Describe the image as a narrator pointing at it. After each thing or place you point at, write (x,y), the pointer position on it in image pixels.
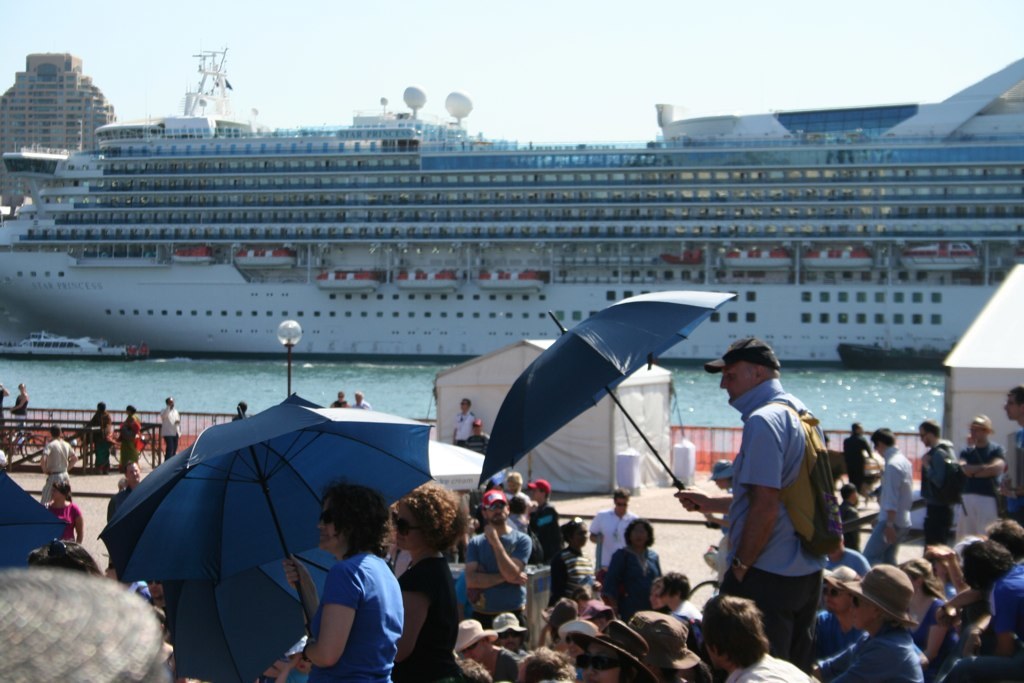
In the image we can see there are many people (662,584) wearing clothes (772,554) and some of them are wearing a cap (732,355). This is an umbrella (600,358), light pole (282,326), fence (698,453), tent (634,430), bicycles (26,448), water (158,382), ship (207,281) and a sky (536,80).
